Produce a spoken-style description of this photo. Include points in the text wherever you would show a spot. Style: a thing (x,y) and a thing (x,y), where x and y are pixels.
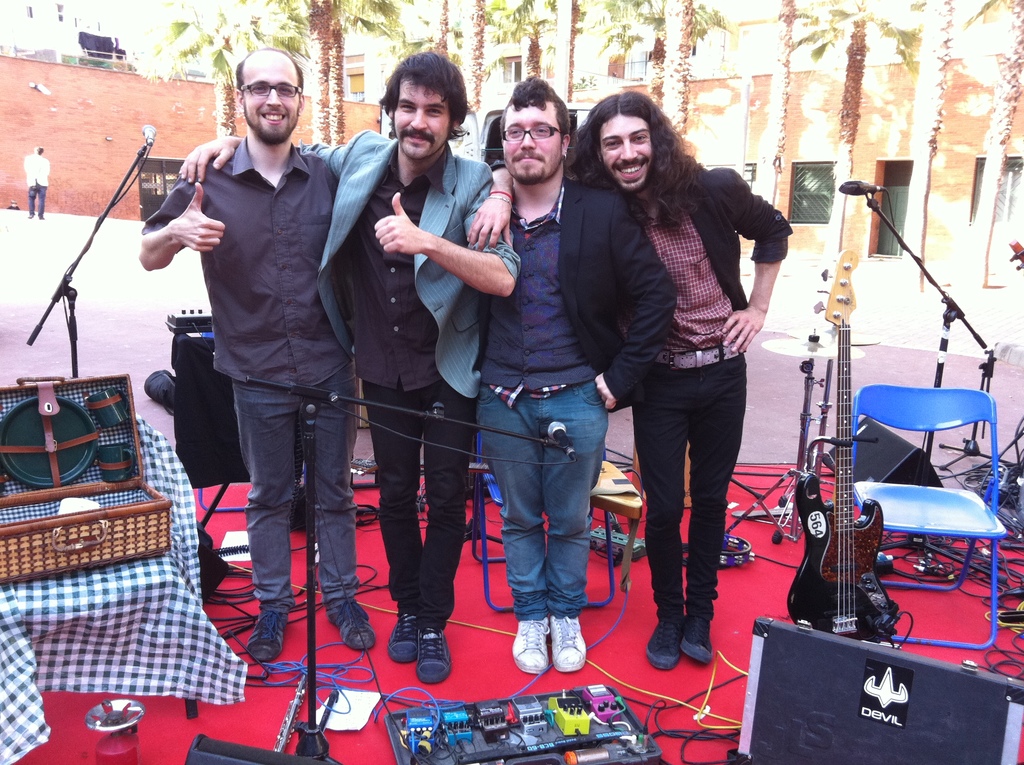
The image is outside of the city. In the image there are four men's (475,209) standing in front of a microphone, on right side (844,509) we can see a guitar (842,493) and a chair (898,503), on left side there are some speakers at bottom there are few wires (435,707) and a man (40,190) standing in front of a wall (106,116), trees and buildings (520,81).
